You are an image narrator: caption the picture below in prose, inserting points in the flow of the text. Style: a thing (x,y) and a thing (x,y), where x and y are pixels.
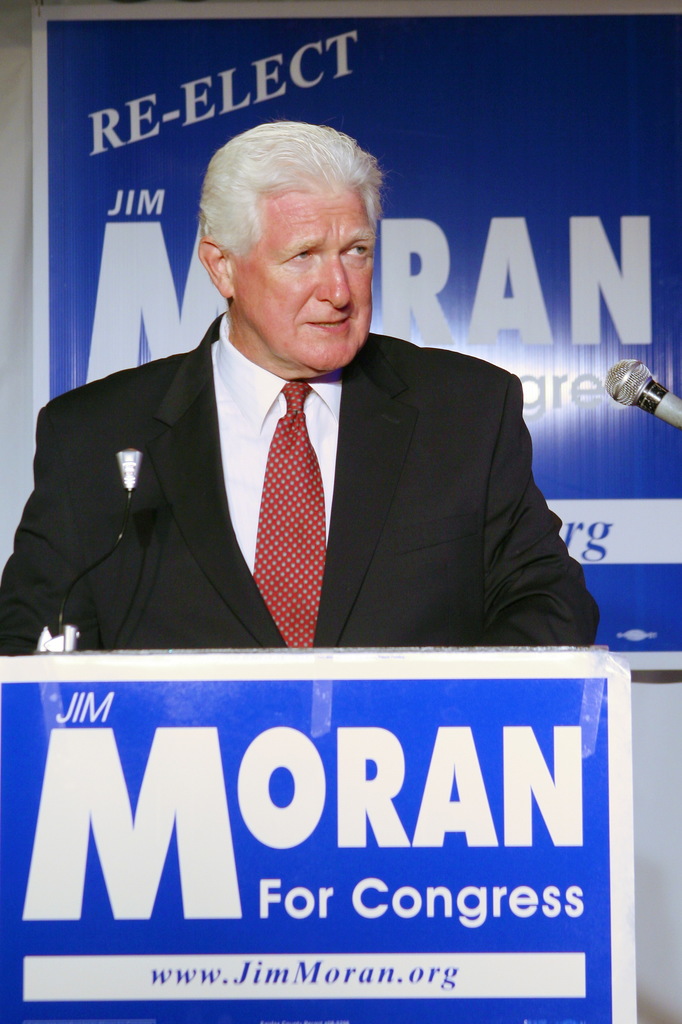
In the center of this picture (283,570) there is a person (260,326) wearing suit (470,473) and standing, in front of him there is a white color object (376,662) seems to be a podium (243,674) and we can see a blue color board (254,750) on which the text (317,819) is printed. On the right corner (642,388) there is a microphone (646,392). In the background (112,38) there is a blue color banner (631,515) on which we can see the text (528,263) and we can see the wall (11,235).
